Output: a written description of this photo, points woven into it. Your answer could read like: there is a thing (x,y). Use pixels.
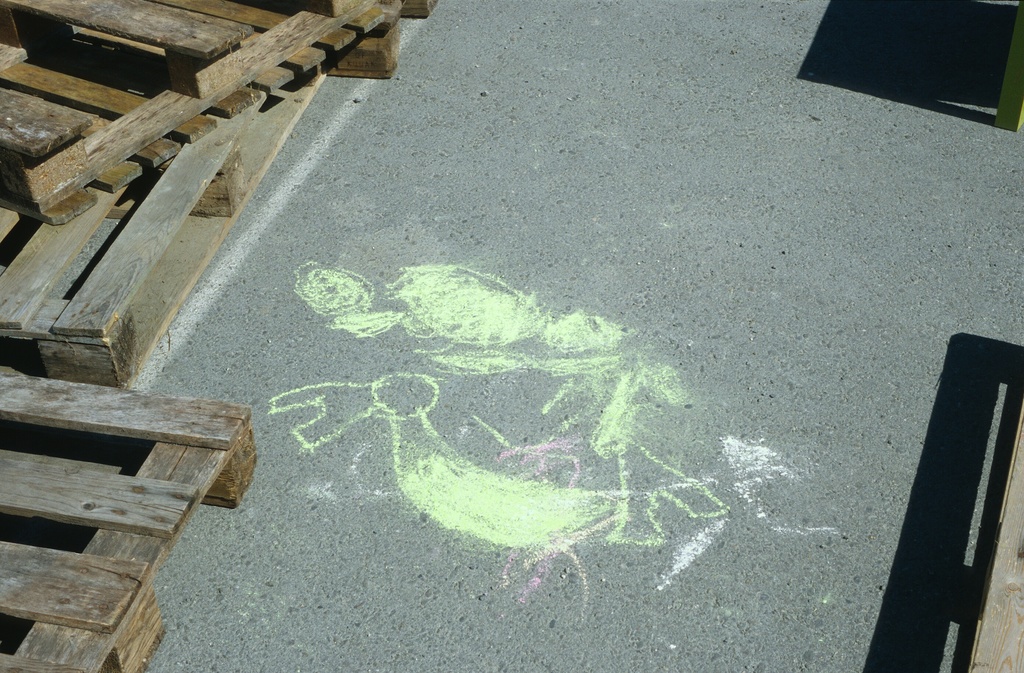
In this image in the center (447,317) on the floor (454,343) there is a drawing (493,297) which is done by the chalk piece (500,360). On the left side (73,367) there are wooden blocks (161,214). On the right side (994,651) there are objects (1021,562) which brown in colour.
